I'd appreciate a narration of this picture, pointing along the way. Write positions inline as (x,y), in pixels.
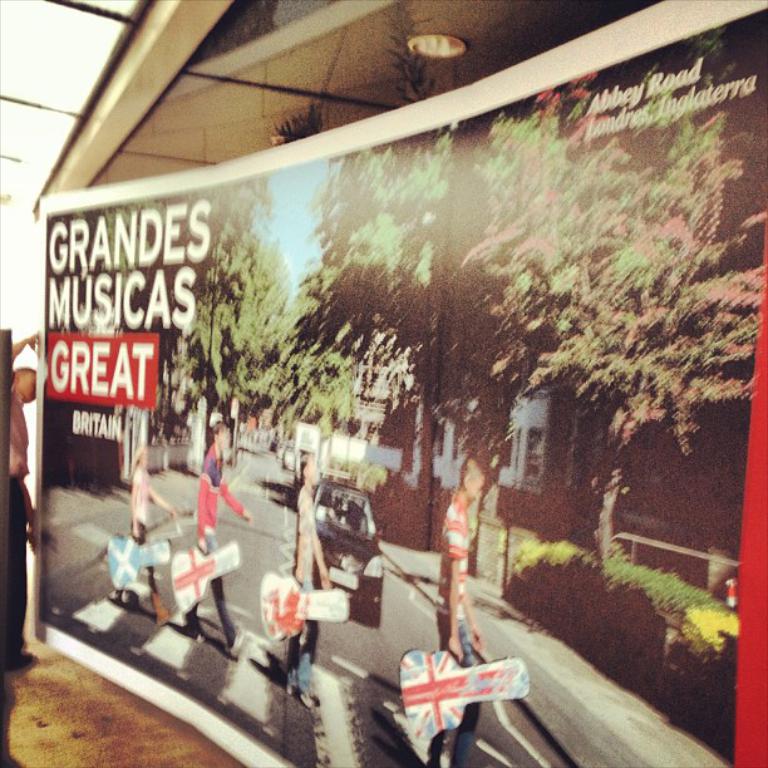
In this picture I can see a man (18,373) is holding a board (258,536). In the picture of a board (477,625) I can see people (311,631) are holding bags (301,621). I can also see a car (318,519) on the road (334,636), trees (428,372), house (378,388) and sky (293,260). I can also see something written on the board (372,340). In the background (250,80) I can see ceiling (274,81).
